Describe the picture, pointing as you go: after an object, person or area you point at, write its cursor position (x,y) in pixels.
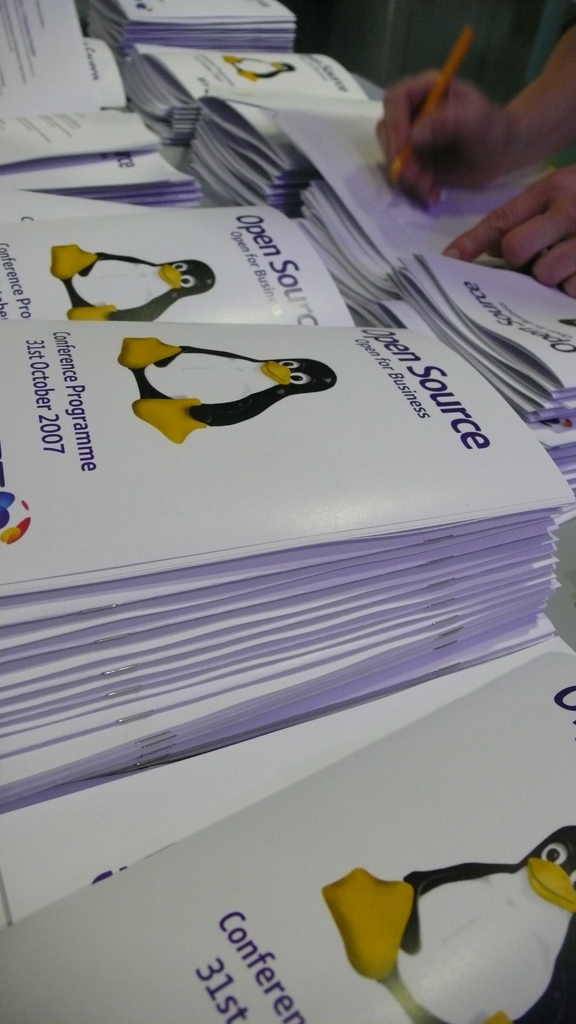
In this image there are books (295,187) and a person (495,132) writing on a paper (499,186).
